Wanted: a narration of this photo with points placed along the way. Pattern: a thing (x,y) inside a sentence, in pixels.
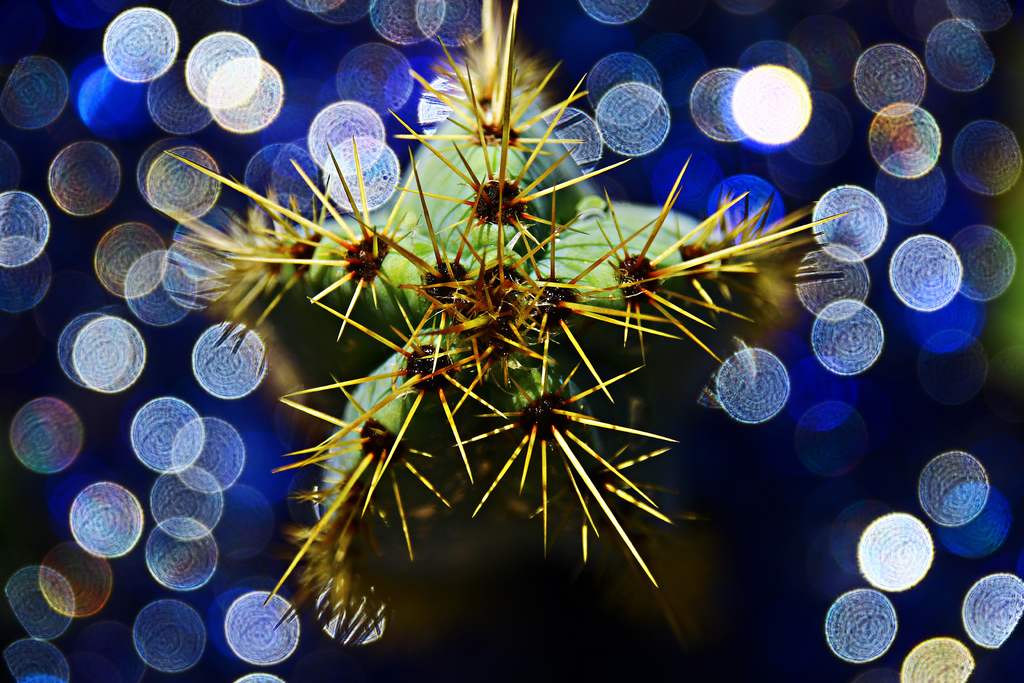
This is an edited picture and in the middle (494,370), it seems like a plant (377,273) and around it, there are light focus (859,94).
